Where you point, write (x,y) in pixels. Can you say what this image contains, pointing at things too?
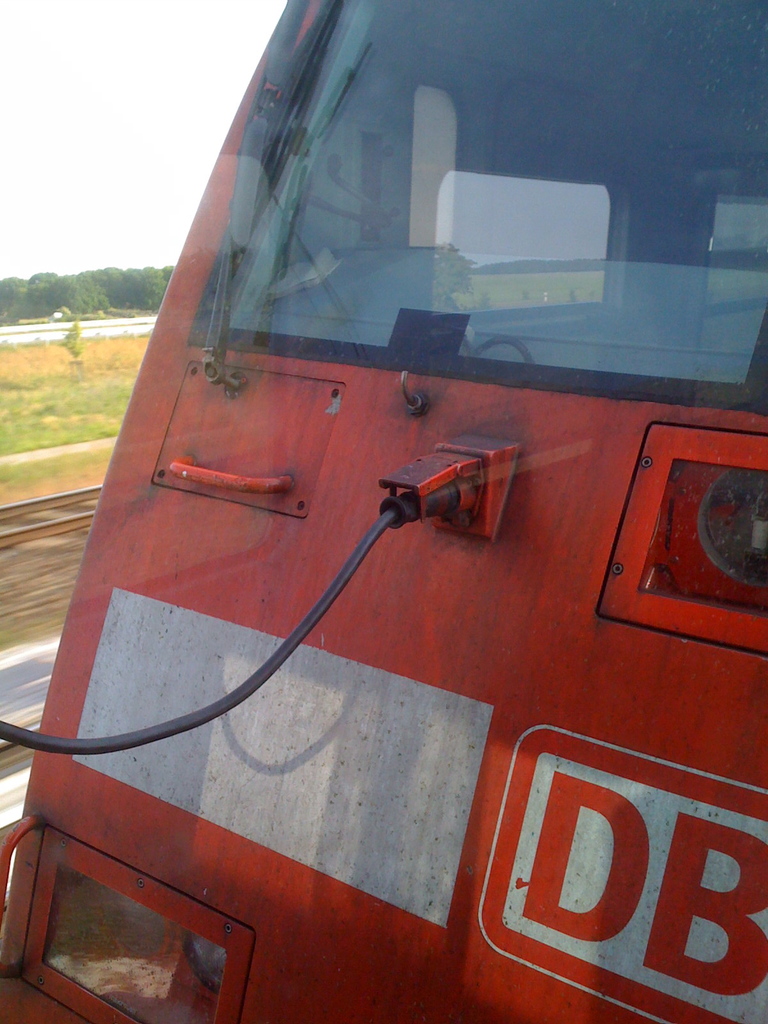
In this image we can see the front part (449,381) of the train (397,475), beside the train (156,417) there's grass (93,397) on the surface (61,394), beside the grass (59,357) there are trees (87,289).
